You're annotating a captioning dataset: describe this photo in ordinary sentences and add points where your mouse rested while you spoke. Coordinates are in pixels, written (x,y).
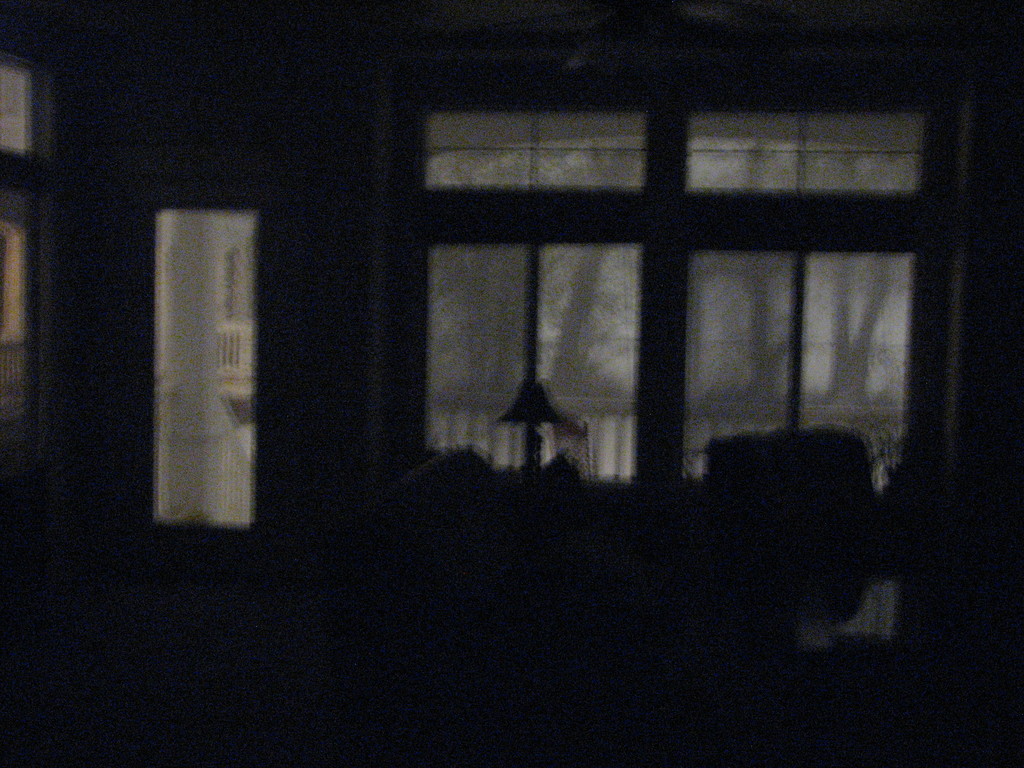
This image is clicked inside a house (377,430). In the middle (479,414) there are windows (620,349), glasses (626,345), door (208,331).
